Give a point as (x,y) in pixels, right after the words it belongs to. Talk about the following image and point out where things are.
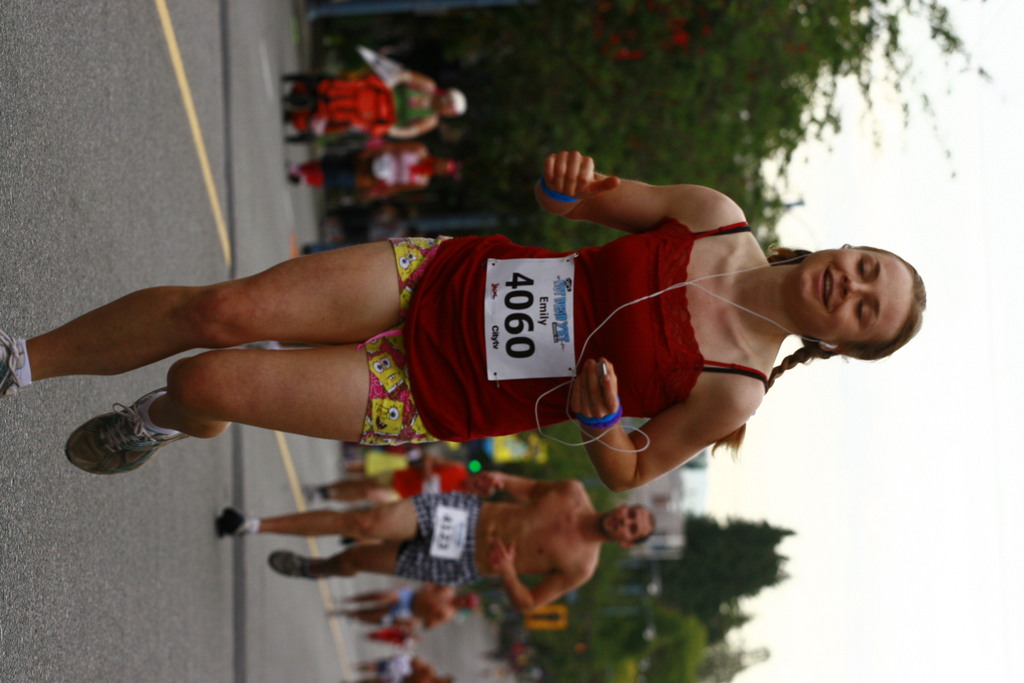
These people (417,246) are running on the road (372,581). Background (937,399) we can see trees (757,535) and sky (896,389).
